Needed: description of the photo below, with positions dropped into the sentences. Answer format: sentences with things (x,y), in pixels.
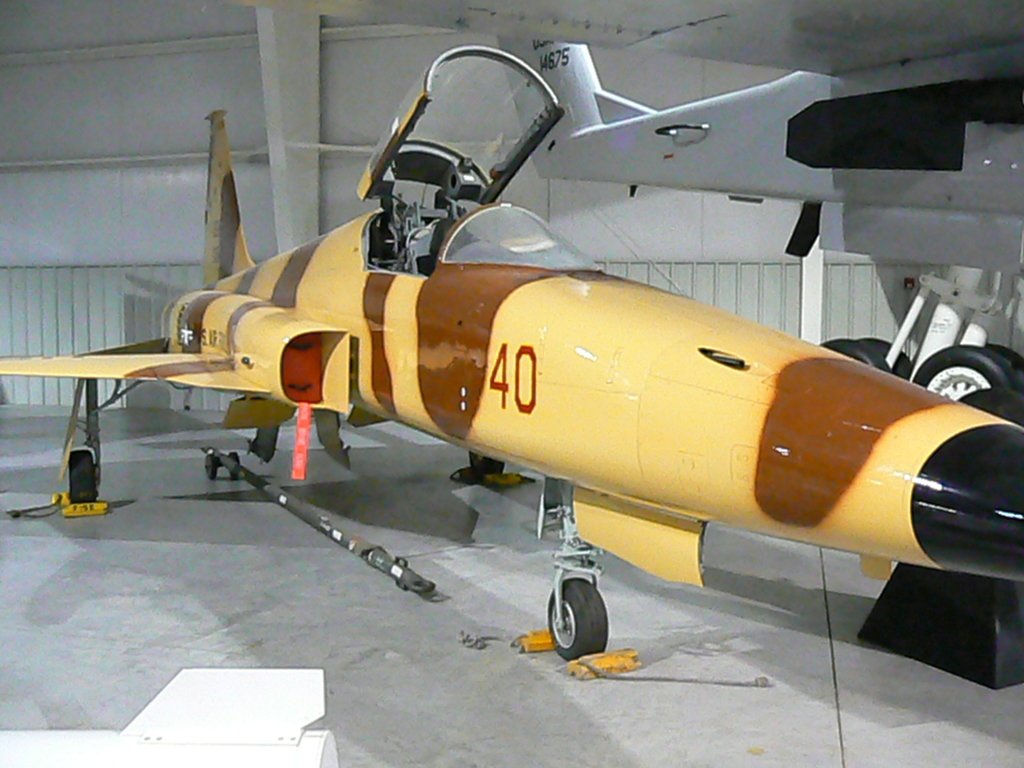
This picture is taken inside the room (140,251). In this image, in the middle (444,406), we can see an airplane (432,431) which is placed on the floor (727,714). On the right side (865,131), we can also see another airplane (873,193). In the left corner (197,735), we can also see some instruments (248,766). In the background (272,169), we can see a white color wall (49,156).
